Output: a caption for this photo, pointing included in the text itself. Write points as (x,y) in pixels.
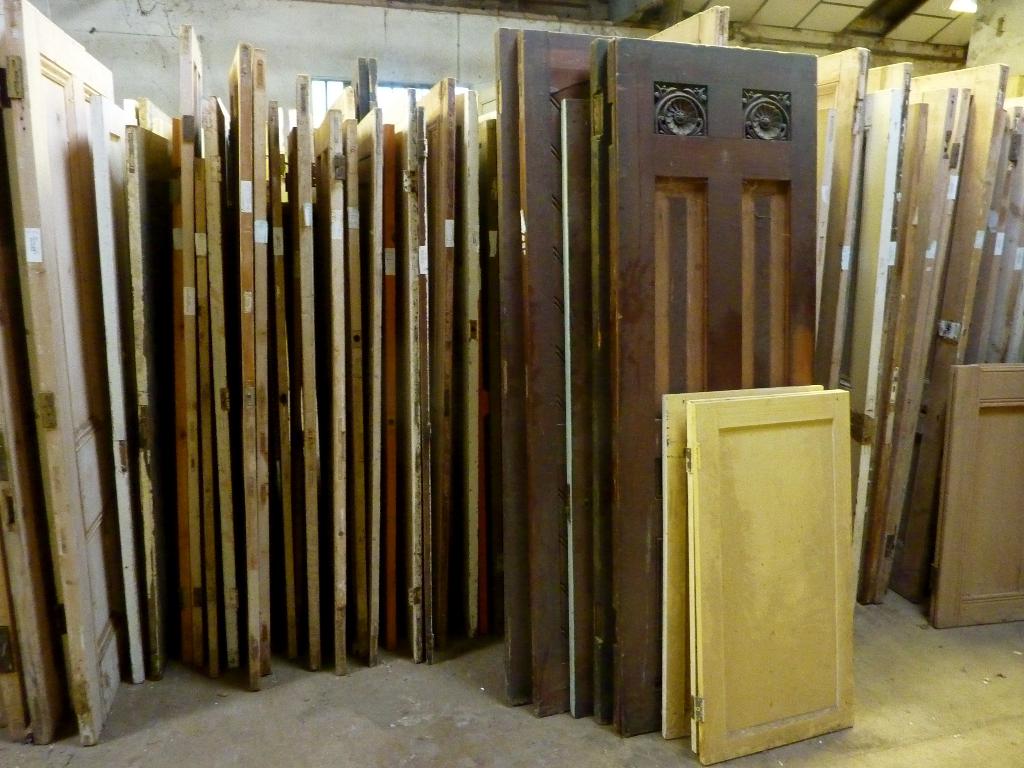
In this image in the center (450,497) there are some wooden doors (312,398) and at the bottom (397,701) there is floor (906,719), and in the background (176,44) there is a wall (356,64), windows (327,79) and at the top (821,15) there is ceiling (765,9).
